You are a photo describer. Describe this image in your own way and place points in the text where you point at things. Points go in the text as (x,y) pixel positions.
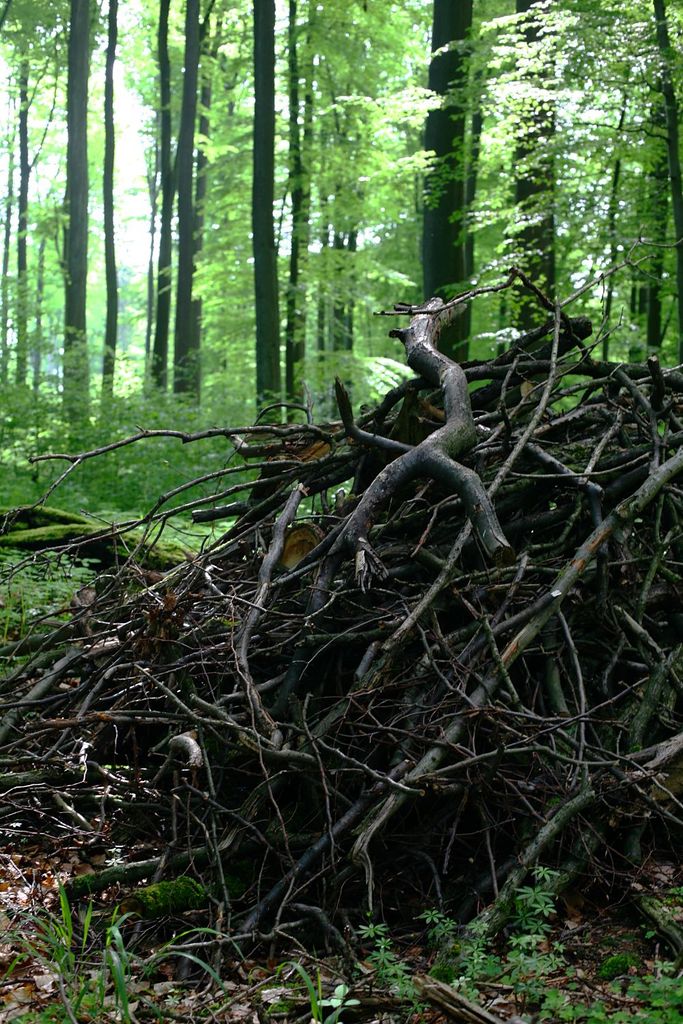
As we can see in the image there are tree stems (257,539), plants (125,465) and trees (319,108).
